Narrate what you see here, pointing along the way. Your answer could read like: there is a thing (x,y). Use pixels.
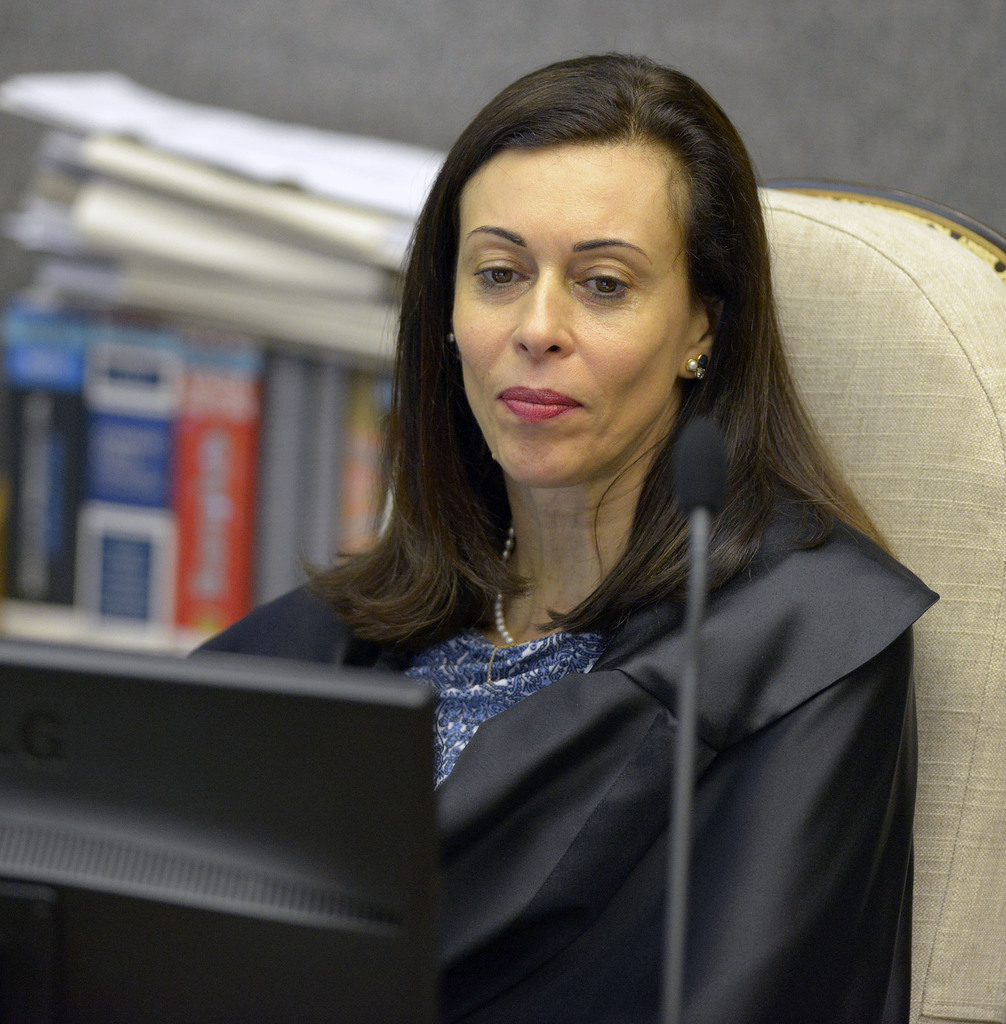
In this image, we can see a lady (570,661) sitting on the chair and wearing a coat (598,675) and we can see a monitor (193,839) and a mic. In the background (151,232), there are books (136,410) and papers (180,307).
